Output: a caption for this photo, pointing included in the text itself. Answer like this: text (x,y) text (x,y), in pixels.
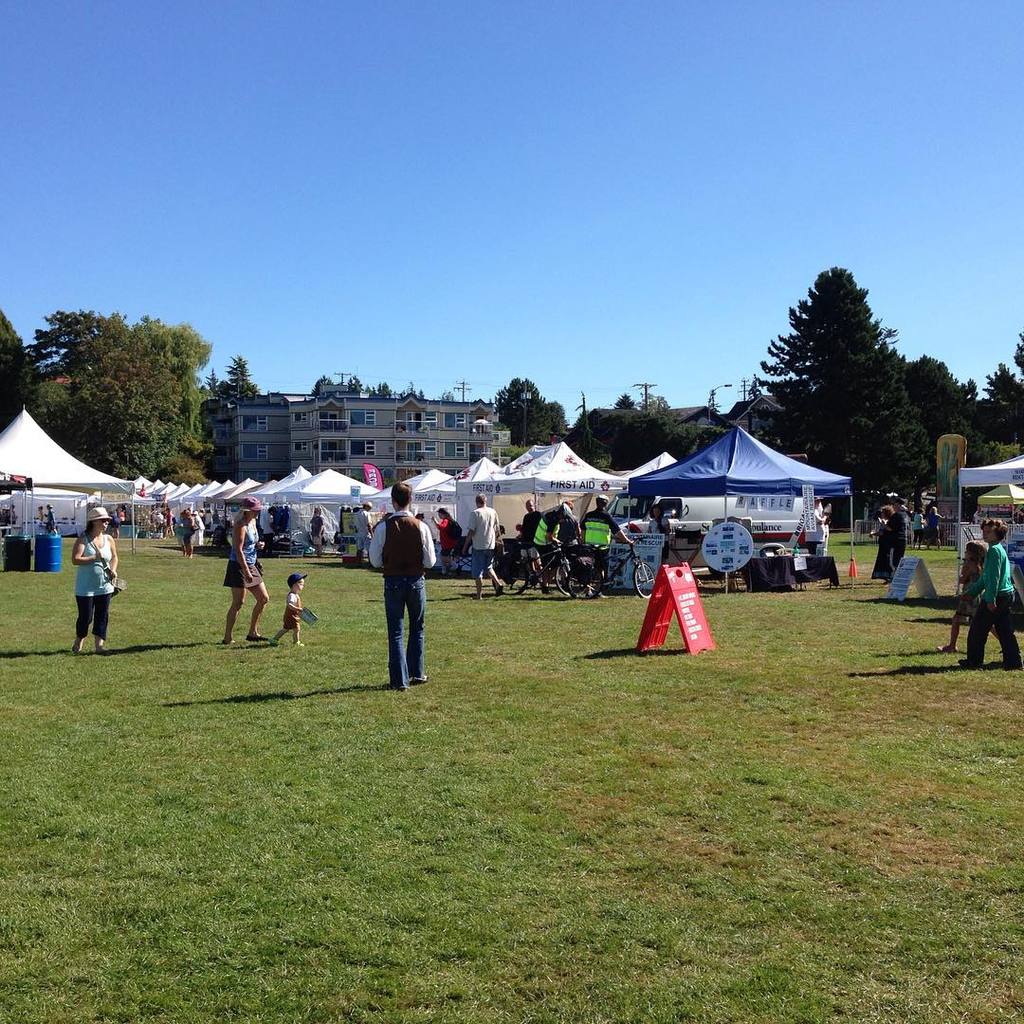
In this image we can see few persons (440,539) on the grassy land (532,608). There are bicycle (611,551), tents (767,464) and boards (669,607) with text (728,557). Behind the persons (99,516) we can see the buildings (291,407) and a group of trees (661,446). At the top (391,238) we can see the sky (490,240).
